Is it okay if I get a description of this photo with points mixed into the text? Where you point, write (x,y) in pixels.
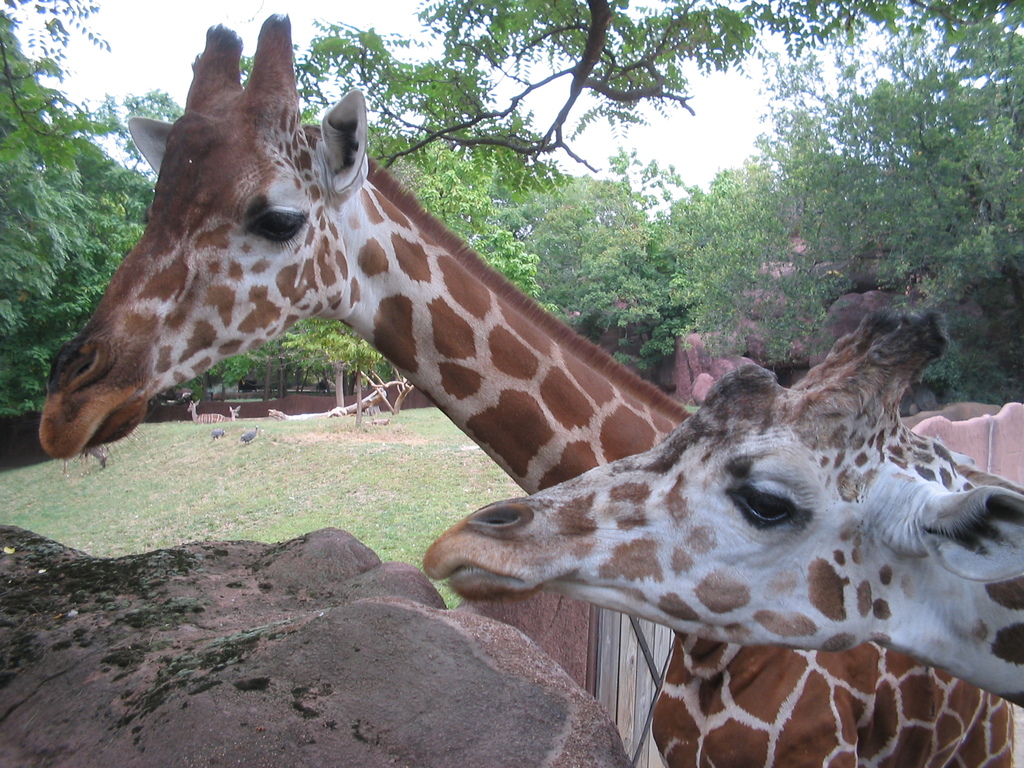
In this picture I can see some giraffes (873,364) are side of the rock (490,721), behind I can see some animals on the grass (356,427), around there are some trees (675,279) and rocks (676,368).
